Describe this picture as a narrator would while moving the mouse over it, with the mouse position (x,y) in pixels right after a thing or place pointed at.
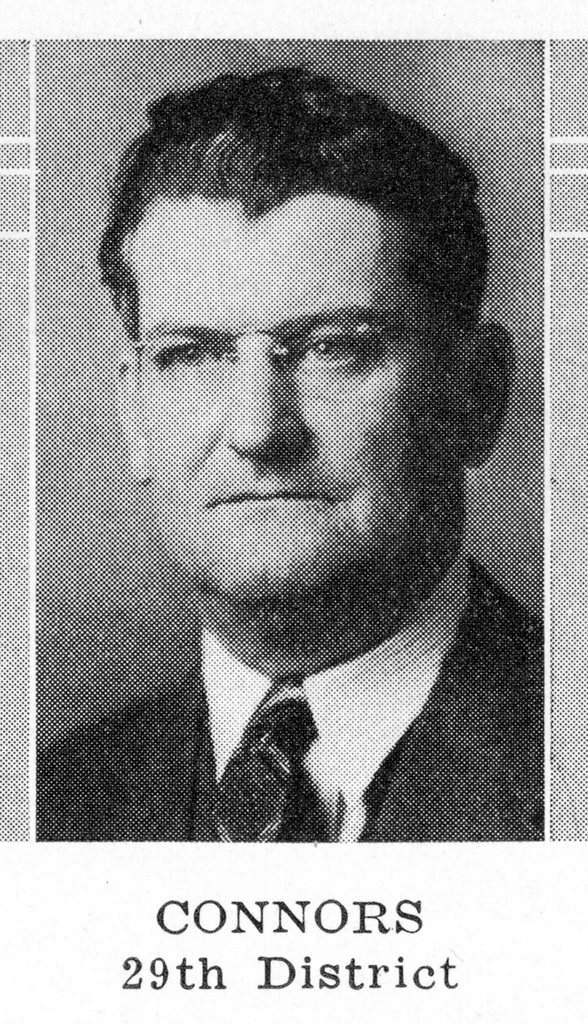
This is a portrait. This is a black and white image. In this picture we can see a man (241,707) is standing and wearing suit (106,764), tie (247,807), spectacles (171,335). At the bottom of the image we can see the text (312,989).
